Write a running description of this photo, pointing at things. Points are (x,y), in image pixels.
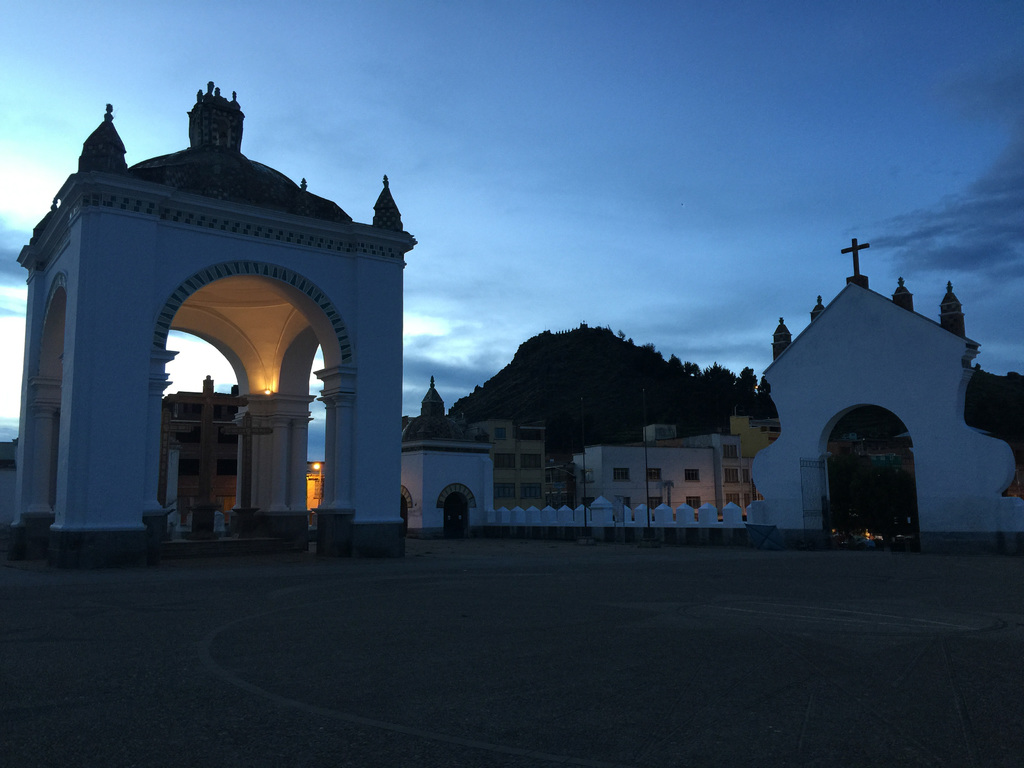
In this image there are buildings (389,445), trees (664,397), and in the background (662,262) there is sky (457,154).
